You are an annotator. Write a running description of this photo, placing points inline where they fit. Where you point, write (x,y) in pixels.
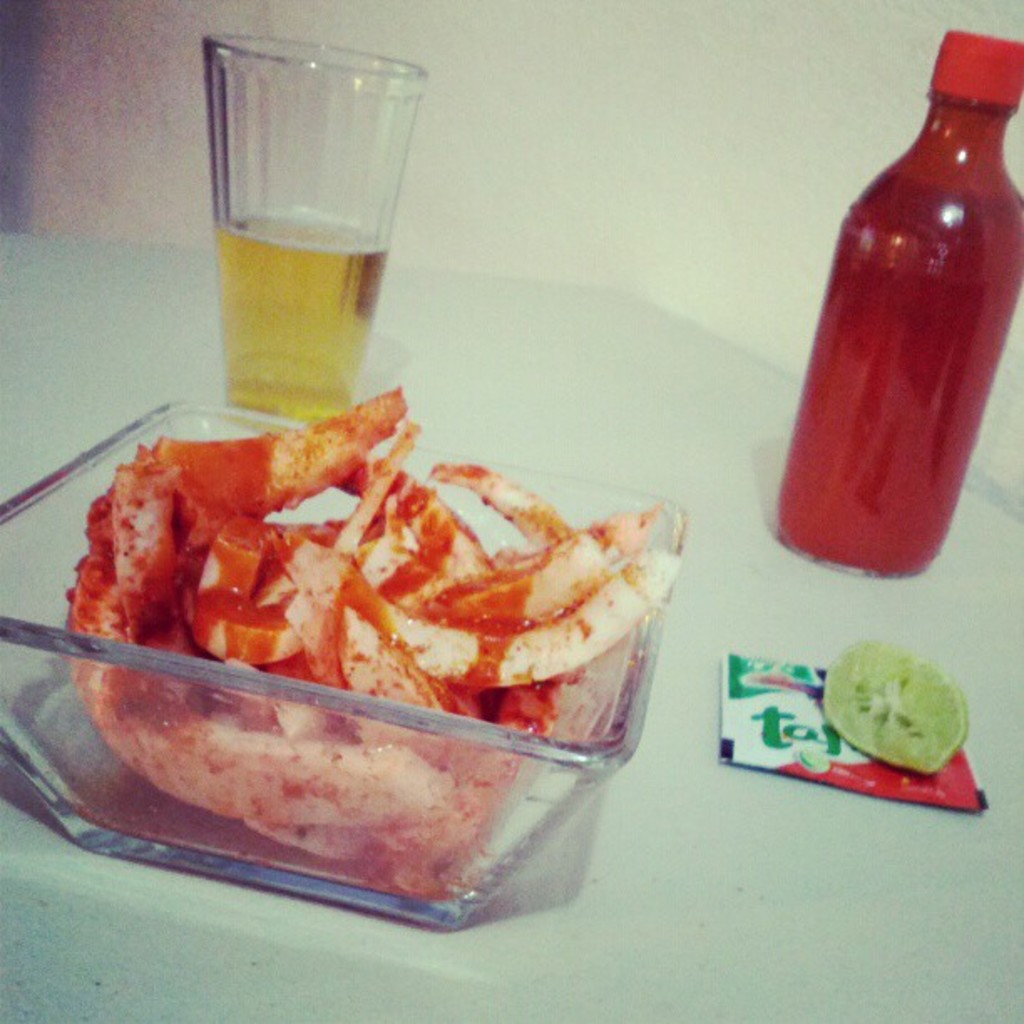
in this picture we see a glass (355,341) a sauce bottle (895,535) and a lemon slice (903,652) and a food bowl (582,779).
